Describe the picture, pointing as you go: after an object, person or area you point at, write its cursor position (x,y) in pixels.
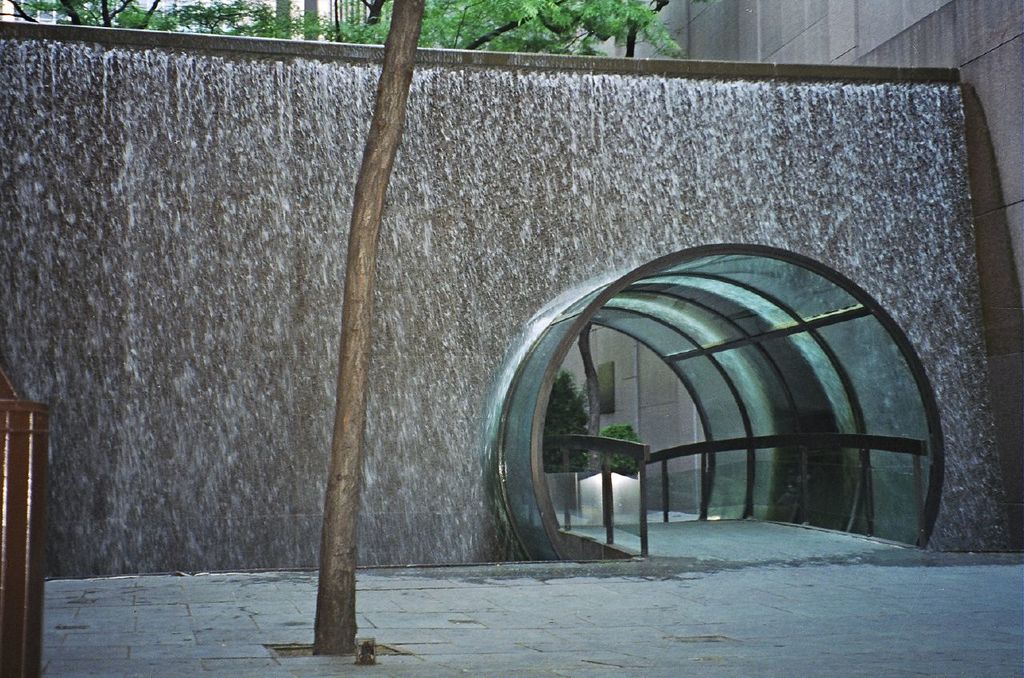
In the picture we can see the wall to it, we can see a tunnel way (552,534) with glass (626,479) inside it and on the top of the wall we can see a part of the tree (525,50).
